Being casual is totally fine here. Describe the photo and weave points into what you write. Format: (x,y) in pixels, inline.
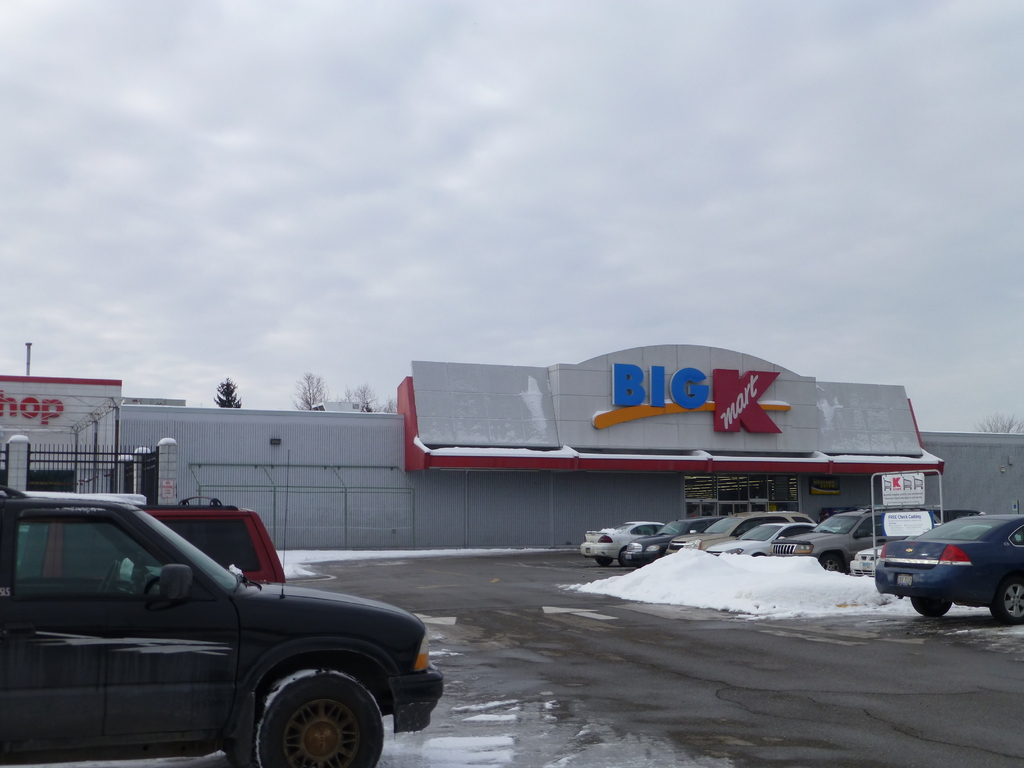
In this picture we can see cars (212,616) on the road (645,697), snow (815,591), building (494,473), trees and in the background (263,112) we can see the sky (490,155) with clouds (490,155).
